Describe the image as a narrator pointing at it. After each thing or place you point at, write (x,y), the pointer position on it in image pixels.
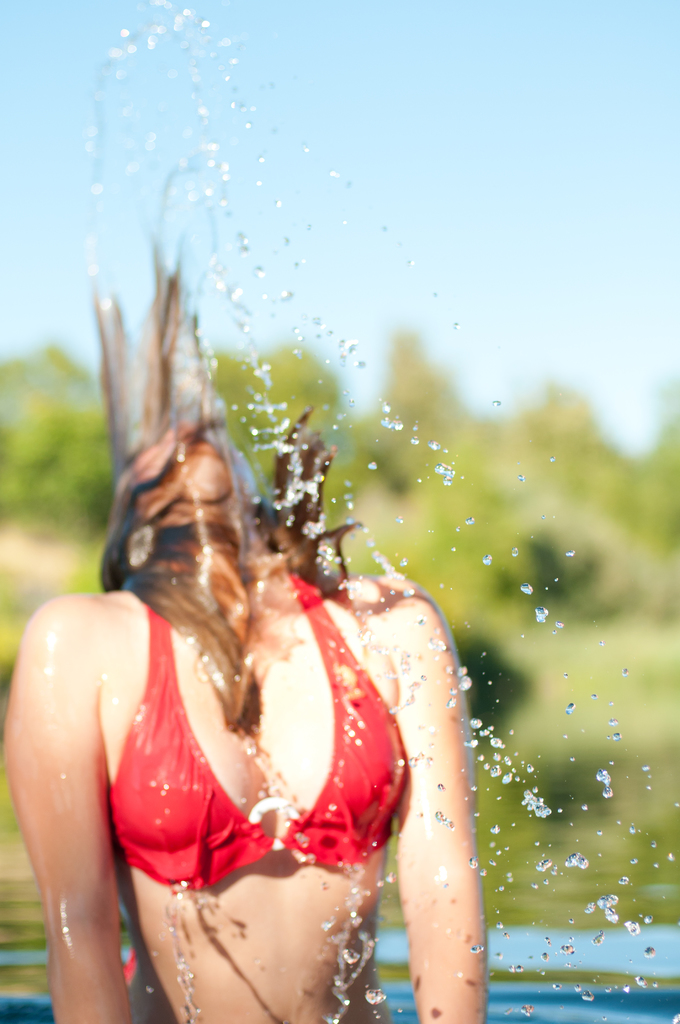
In this image we can see a woman (178,446) and some drops of water (292,446). On the backside (482,532) we can see some trees (485,536) and the sky (363,252) which looks clear.
